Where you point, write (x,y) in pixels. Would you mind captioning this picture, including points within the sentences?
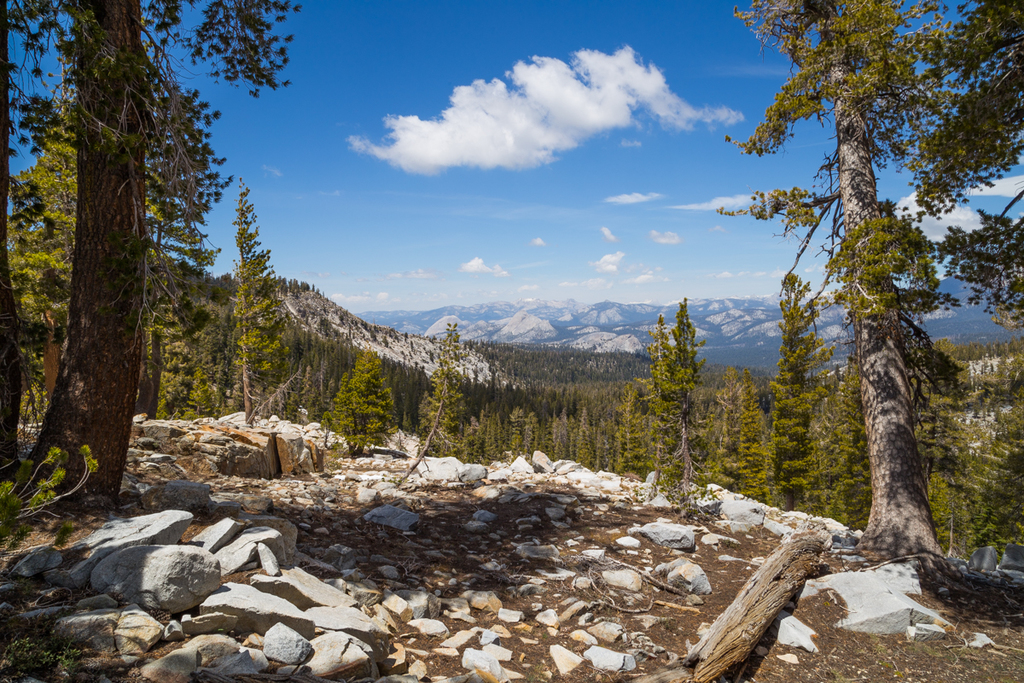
In this picture we can see the rocks (470,609) on the path (408,586) and behind the rocks (151,556) there are trees (352,367), hills (482,318) and a sky (494,145).
